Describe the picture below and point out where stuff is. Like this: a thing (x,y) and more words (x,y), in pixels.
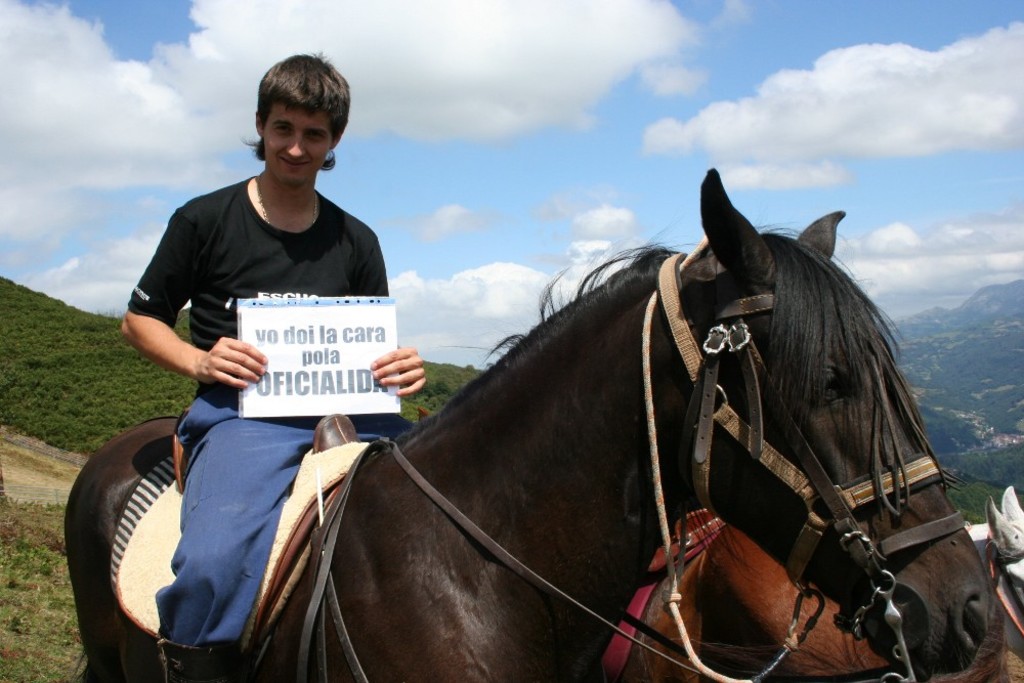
Here in this picture we can see a man (282,292) is sitting on a horse (135,667) and we can see he is smiling and holding a paper (262,322) in his hands (401,356) and we can see the ground (37,573) is fully covered with grass (83,421) and beside that horse (820,545) we can see another horse (793,586) also present and in the far we can see mountains (988,366) present and we can see clouds (532,280) in the sky (535,215).
